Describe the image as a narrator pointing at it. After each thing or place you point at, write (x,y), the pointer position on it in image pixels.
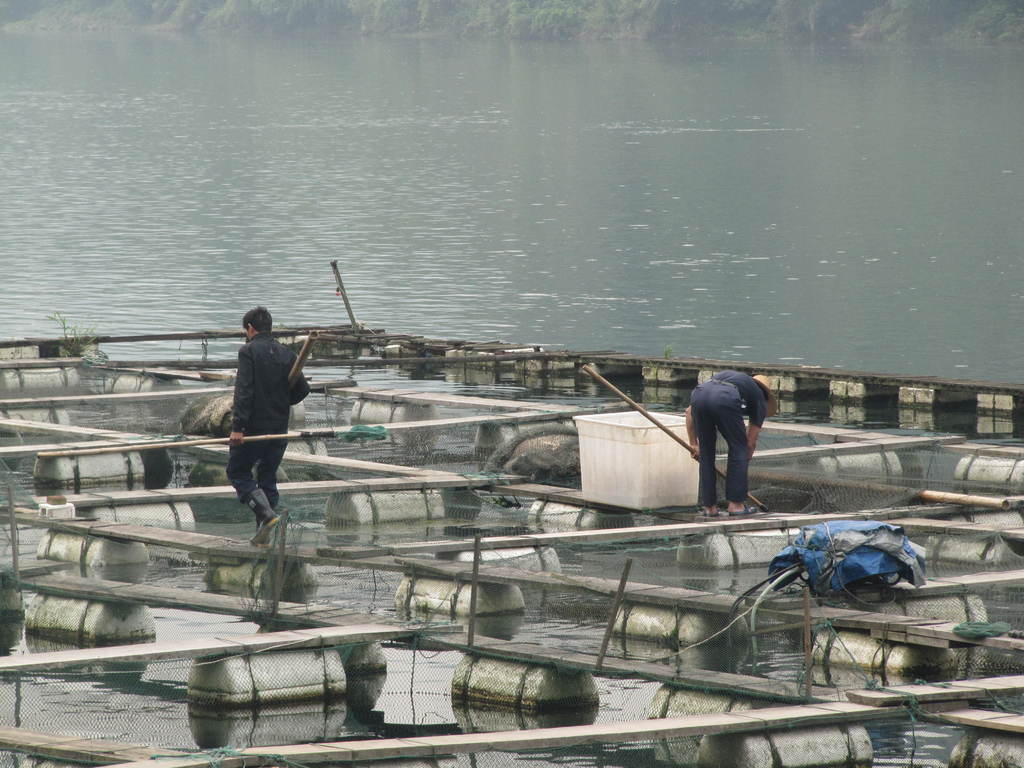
In this image I see a thing (97,432) on which there are 2 men (239,398) and I see that they're holding sticks (278,438) in their hands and I see a white color thing (629,441) over here. In the background (62,248) I see the water (624,165) and I can also see that there are many wooden planks (345,486) on this thing (345,415).
